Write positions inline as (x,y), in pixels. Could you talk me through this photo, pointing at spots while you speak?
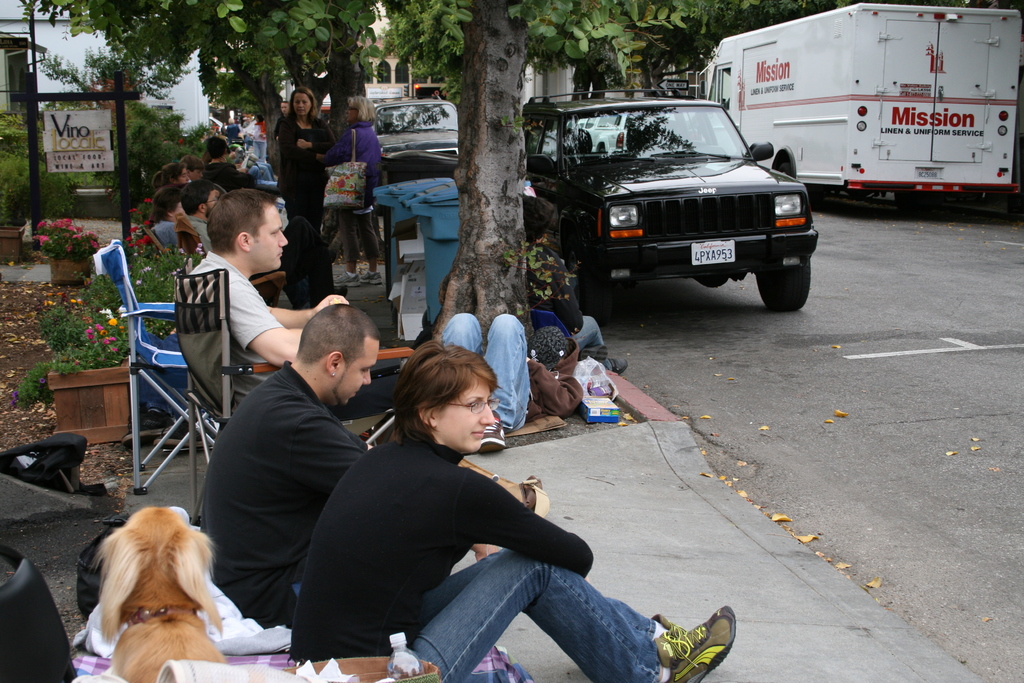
In the picture there are few people (315,204) towards the left side of the road (645,388) and some of them are sitting and there is a dog (192,565) behind one person (347,529) and on the right side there are few trees (335,93). Beside those trees (494,157) there are few vehicles (613,164) on the road (769,396), there is some board (89,136) kept on the left side (64,117) with the support of poles (33,100), around that board (94,166) there are beautiful flower plants (80,229).
